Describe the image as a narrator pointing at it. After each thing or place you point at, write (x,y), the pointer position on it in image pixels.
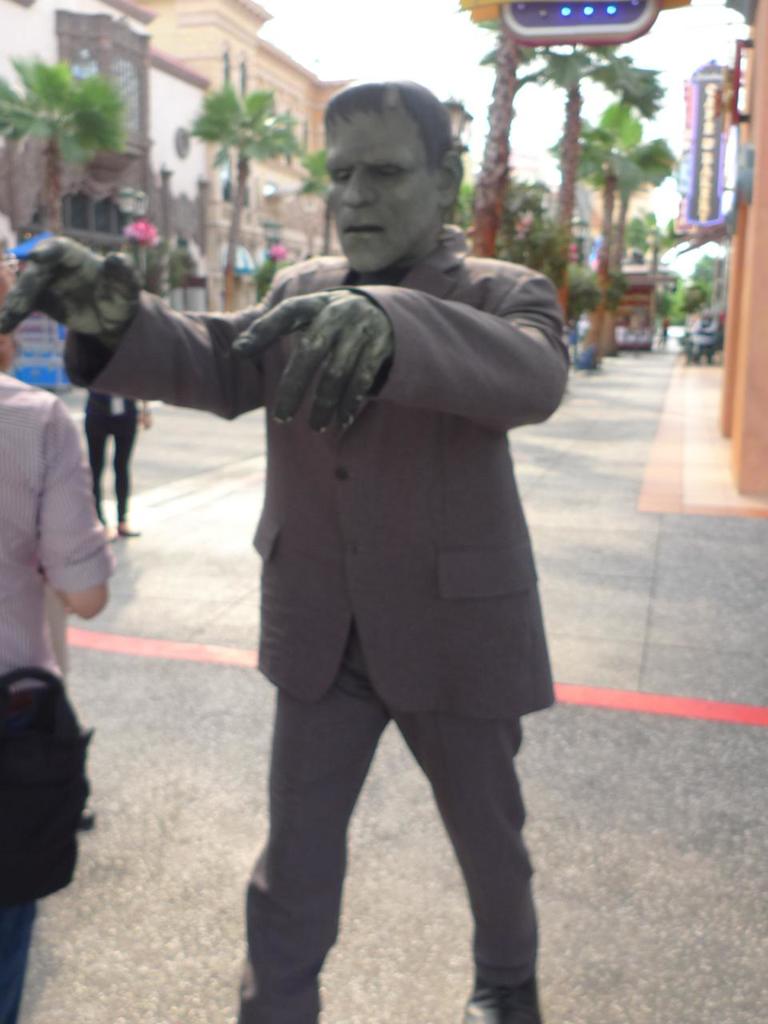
There is a person (322,427) in a costume (336,437). There are other people (65,435). In the back (221,205) there are trees (541,197), buildings (113,166) and sky (425,18).
